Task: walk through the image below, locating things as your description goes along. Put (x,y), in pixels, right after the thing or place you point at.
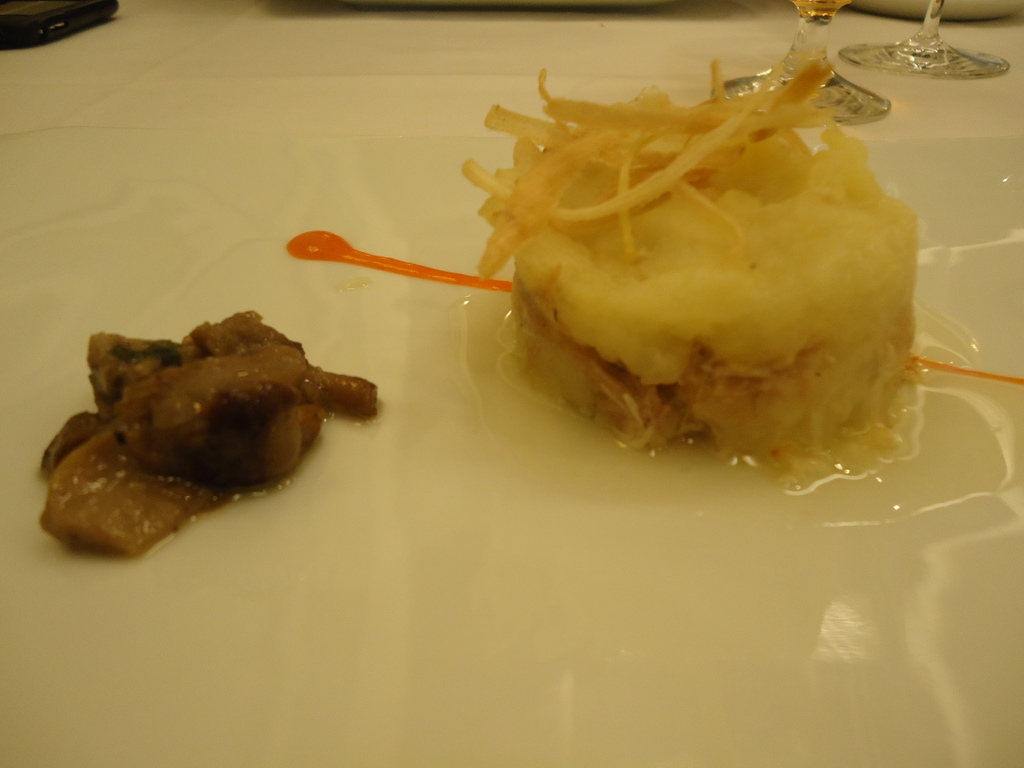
In this image we can see food items (232,356) on the white colored surface (471,338), there are glasses (859,105), also we can see black colored object (53,19) in the top left corner of the image (54,32).
